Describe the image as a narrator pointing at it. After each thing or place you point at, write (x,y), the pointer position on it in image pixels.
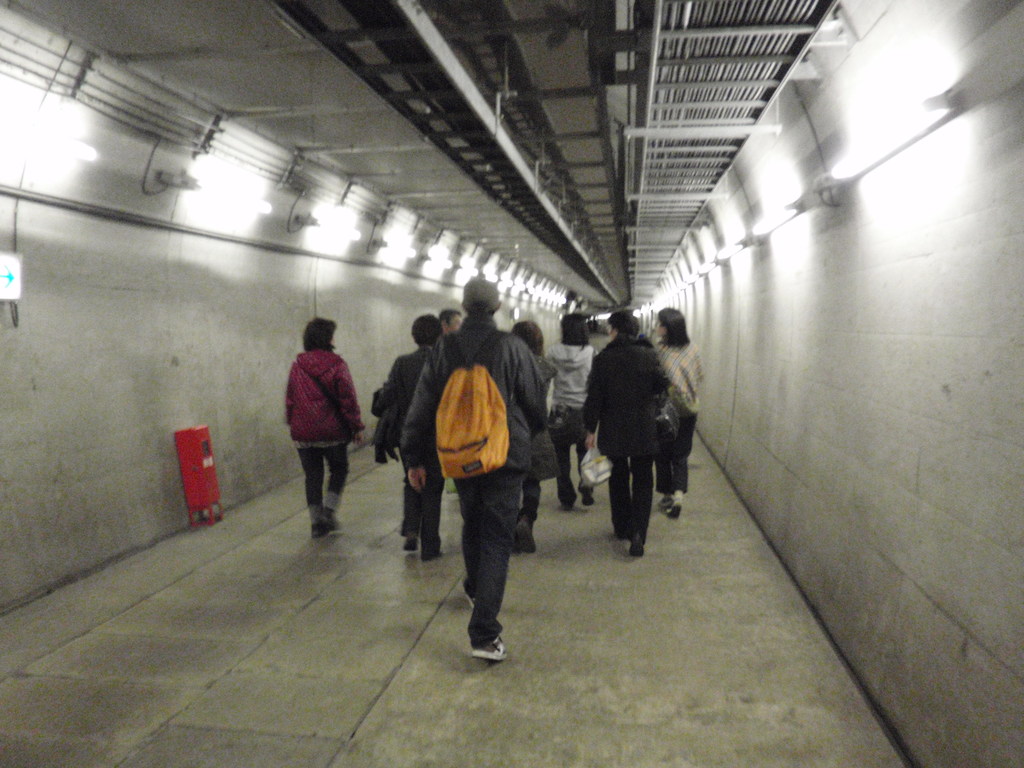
In this picture I can see there are few people (294,412) walking inside the tunnel (289,609) and there are lights (339,216) attached to the tunnel (363,201).
